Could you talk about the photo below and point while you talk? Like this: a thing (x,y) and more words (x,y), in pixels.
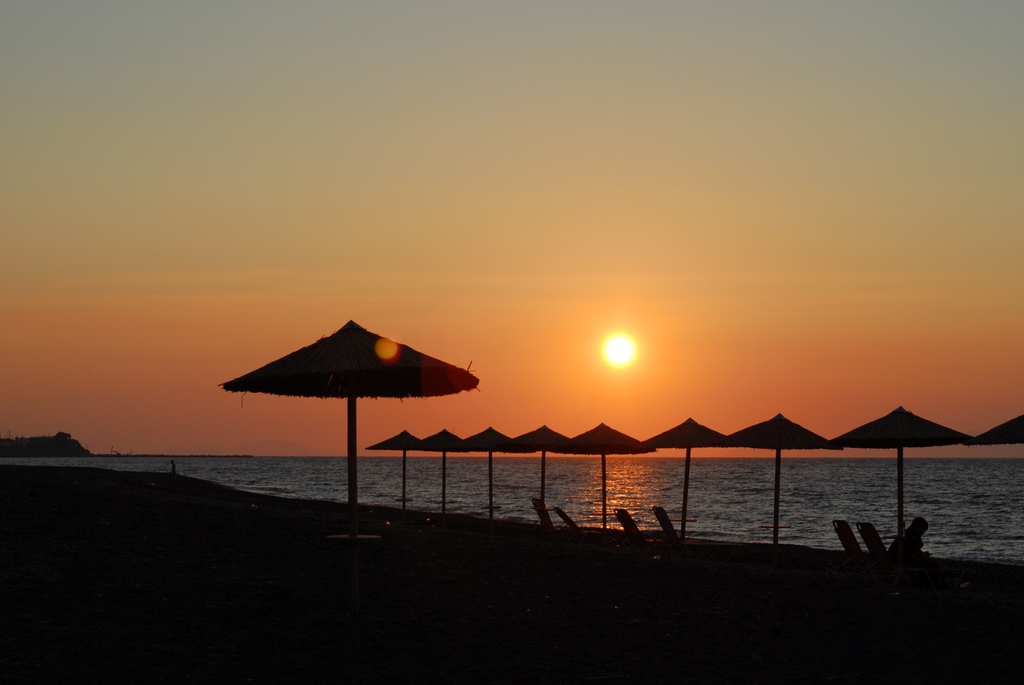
In this image I can see the umbrellas (773,535). I can see the chairs (885,561). I can see a person (912,535). In the background (597,507), I can see the water (540,482). I can see the sun (618,345) and the sky (305,111).
